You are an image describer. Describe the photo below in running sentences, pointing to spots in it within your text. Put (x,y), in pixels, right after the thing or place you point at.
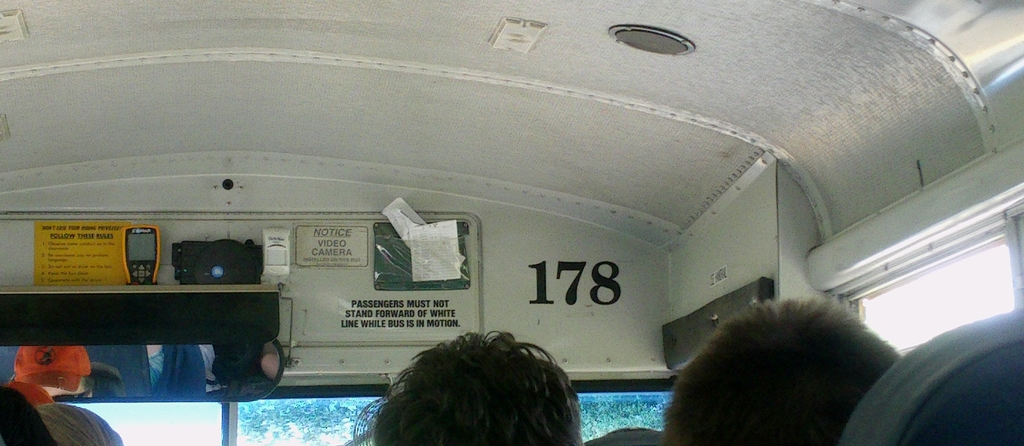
This is an inside view of a vehicle (221,215). At the bottom of the image (338,415) I can see few persons heads (475,417) and front side glass (273,422) of this vehicle (180,416). On the left side (170,360) there is a mirror (126,358) is attached at the top of this vehicle (305,346), on the top of it I can see some devices (139,258) and posters (88,252) are attached. On the right side (941,290) there is a window (915,312).
